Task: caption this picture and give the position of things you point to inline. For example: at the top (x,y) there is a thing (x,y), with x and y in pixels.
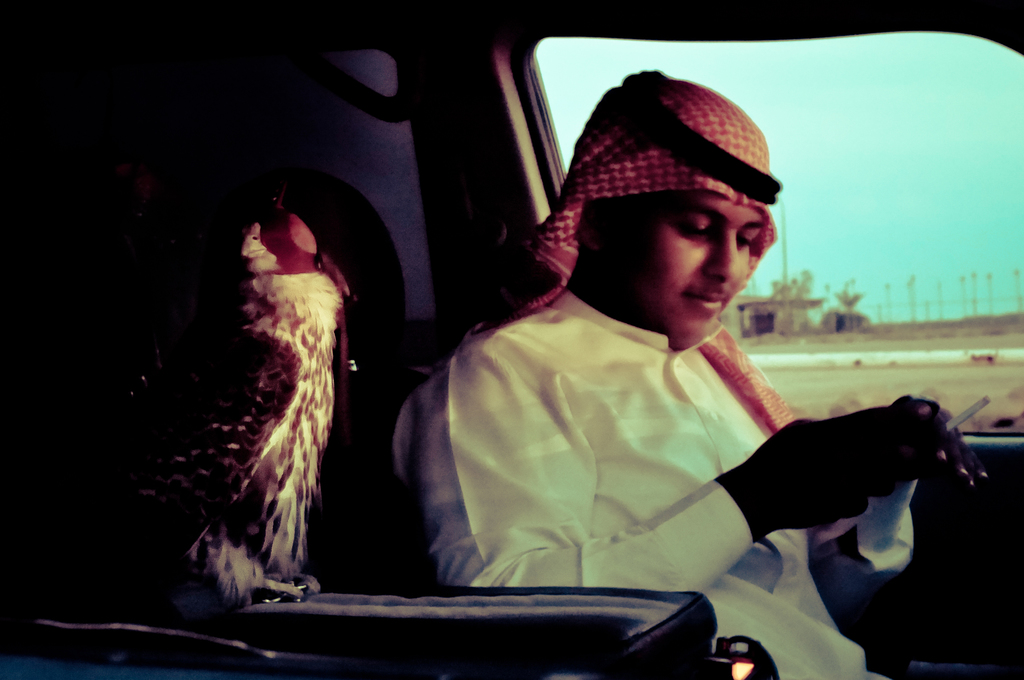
In this image in the front (272,383) there is a bird (246,380) and there is a person (603,395) sitting inside the car (400,320) holding a cigarette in his hand (884,468). In the background (847,318) there are poles (973,305) and there are trees (845,301) and there are houses (792,320).
